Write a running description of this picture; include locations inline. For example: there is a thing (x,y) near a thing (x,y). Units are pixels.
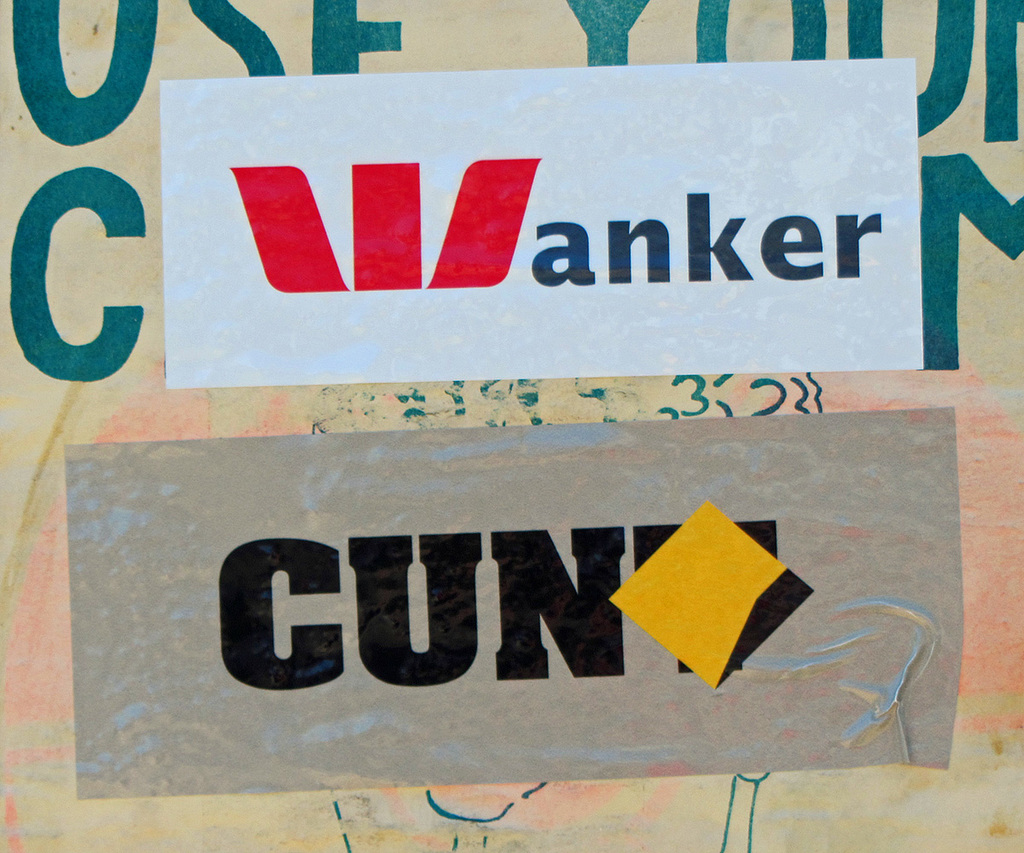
In this image there is a wall (325,47) with a text (119,106) on it. In the middle of the image (439,495) there are two posters (400,558) on the wall (41,761) with a text (250,620) on them.
